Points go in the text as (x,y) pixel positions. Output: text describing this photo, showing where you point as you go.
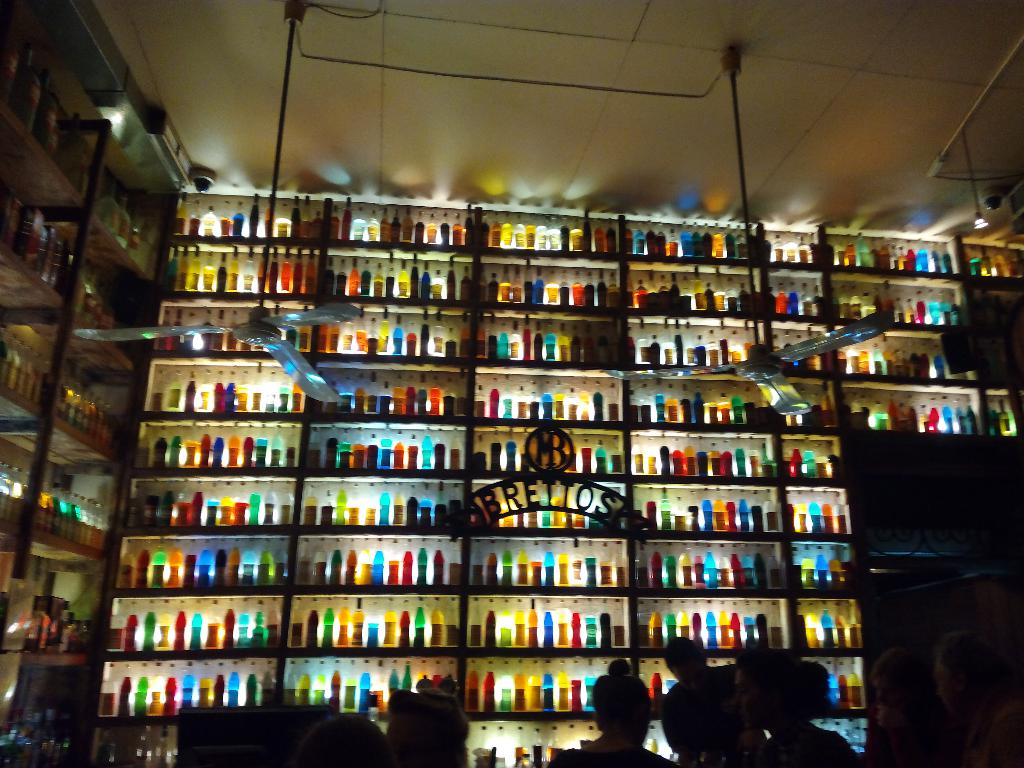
In this image we can see so many bottles (535,622) are arranged in the racks (40,281). There are people (898,716) at the bottom of the image (816,745). We can see fans (286,90) are hanged from the roof (336,28).
